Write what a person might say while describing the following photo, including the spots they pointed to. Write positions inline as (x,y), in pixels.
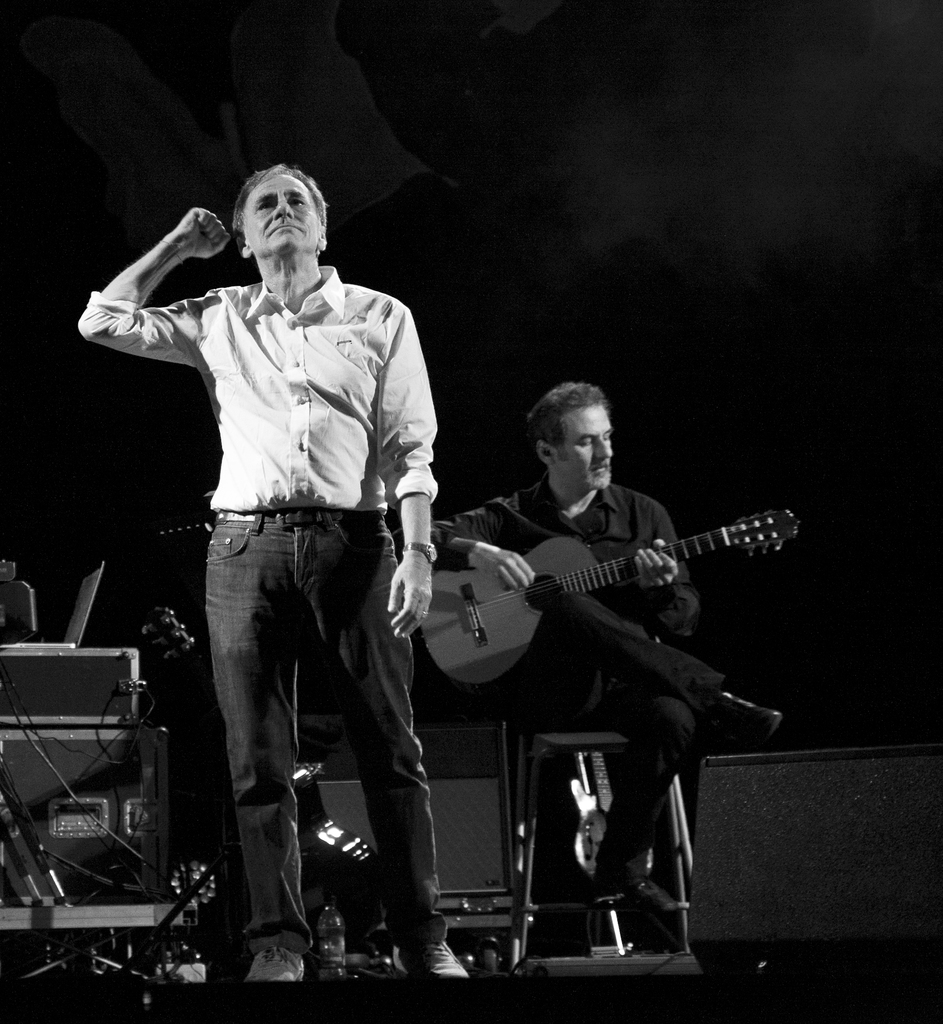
a person (307,413) is standing wearing a white shirt (325,386). behind him a person (605,699) is sitting on the chair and playing guitar (529,604). he is wearing black dress (606,674). at the back (799,368) there is black background (494,178).
